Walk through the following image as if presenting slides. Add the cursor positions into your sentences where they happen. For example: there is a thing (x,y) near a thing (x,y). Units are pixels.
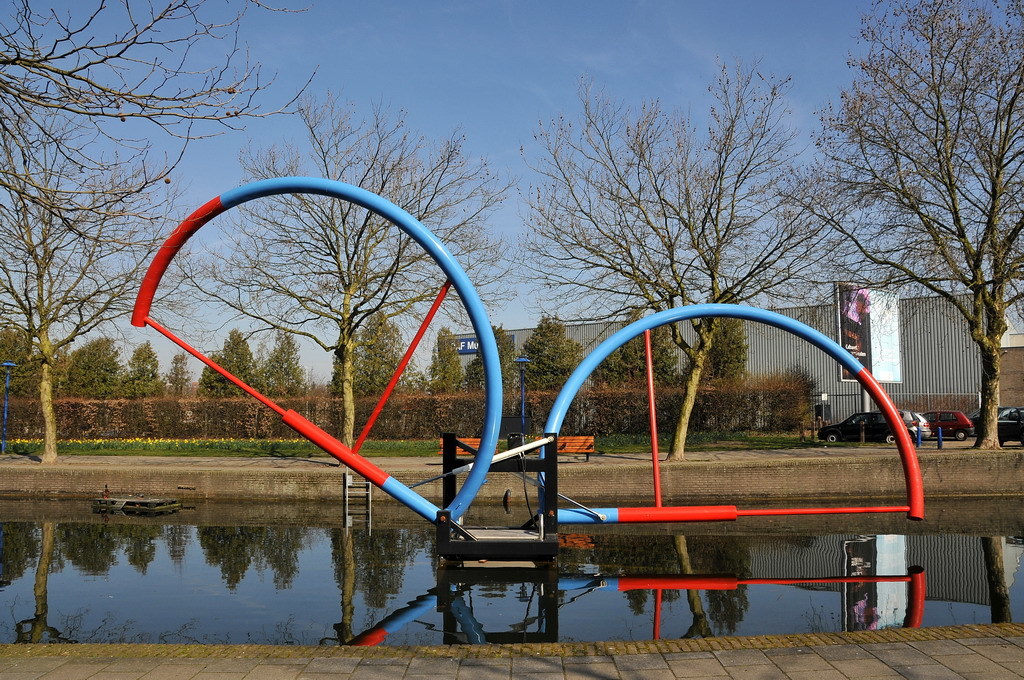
In this image I can see a machine (703,313) visible on a pond (731,502) and machine (485,345) having the metal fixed with bars (465,498) and at the top (348,91) I can see the sky (656,98) and in the middle (380,354) I can see trees (290,350) and bushes (122,398), fence (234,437), in front of the fence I can see vehicles (869,425) and hoarding board (880,333).
